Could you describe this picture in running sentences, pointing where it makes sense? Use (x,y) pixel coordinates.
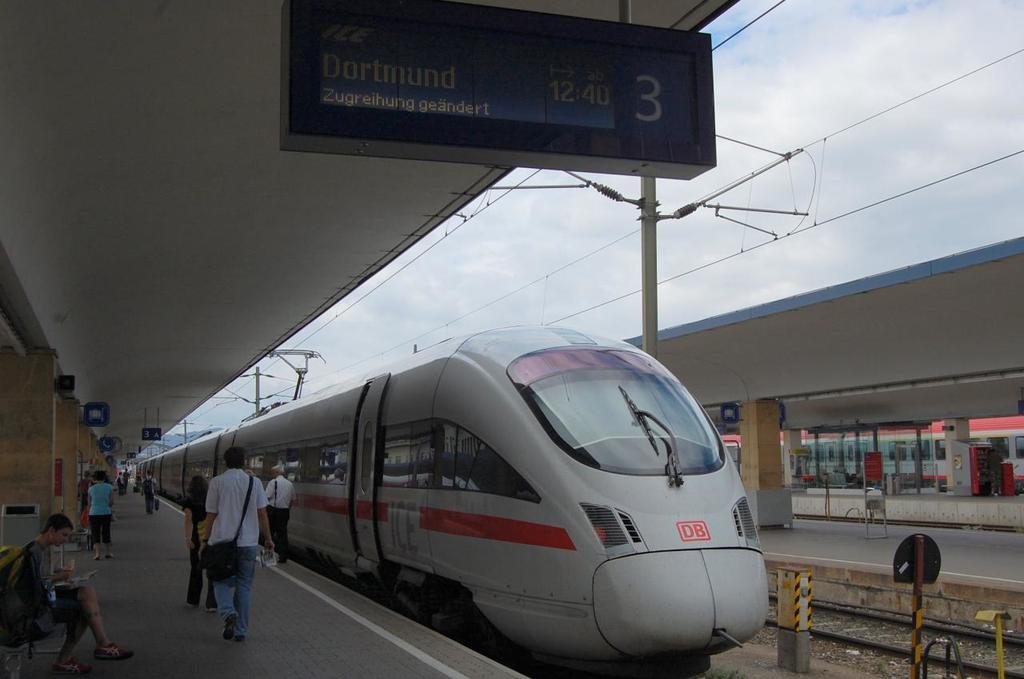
There is a train (555,502) on a railway track (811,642). There are wires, there are people (104,489) on the platform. A person (56,586) is sitting on a bench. There are boards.
